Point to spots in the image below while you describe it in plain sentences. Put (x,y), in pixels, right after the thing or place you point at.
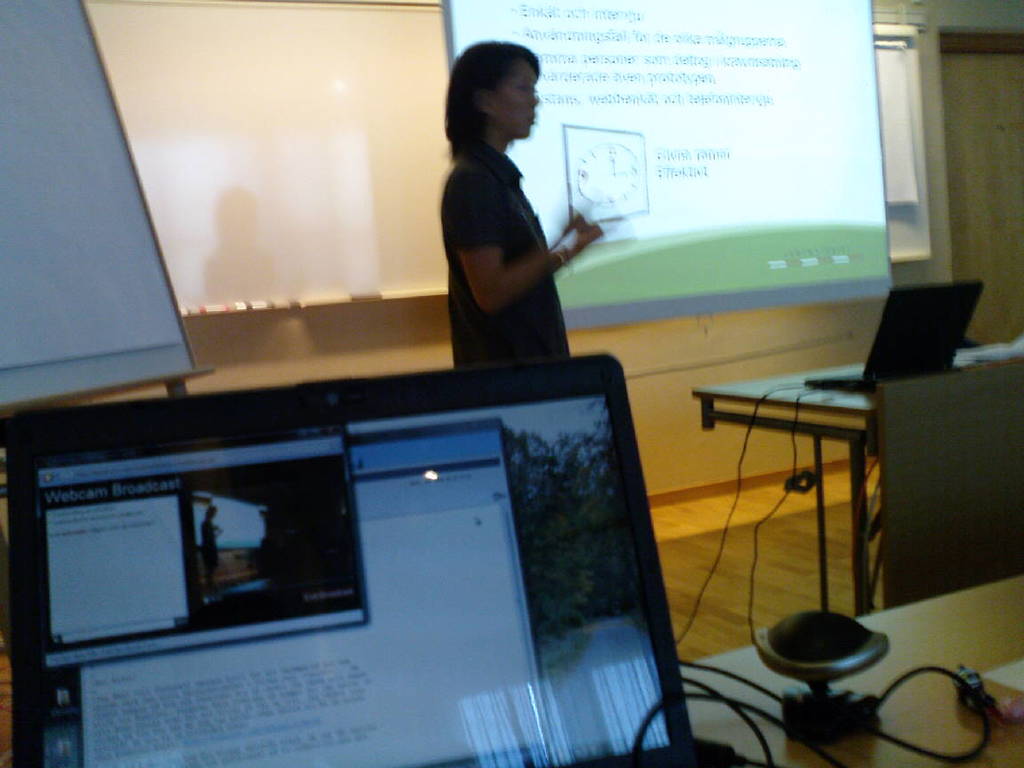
In this picture we can see a woman (498,52) standing on the floor (709,559). This is the table (938,624) and these are the laptops (618,595). And in the background (687,166) there is a screen (764,169).
